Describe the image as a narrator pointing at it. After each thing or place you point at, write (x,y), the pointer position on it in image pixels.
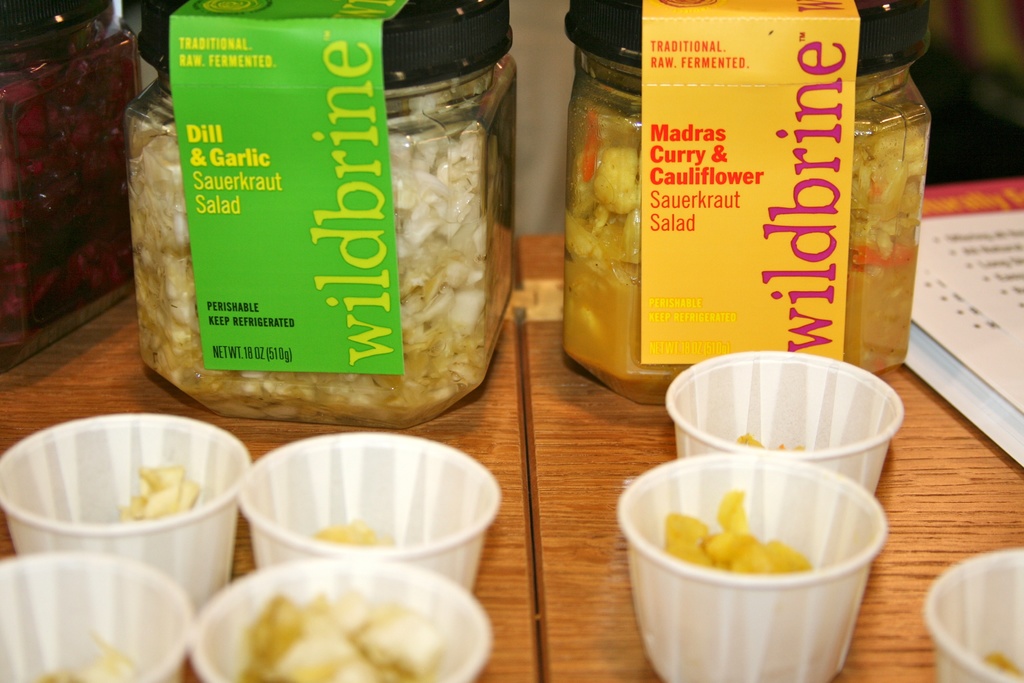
In this image there is a table (619,580) with two jars (440,368) filled with food items (883,129) beside that there is a menu card (982,270) and in front of that there are some cups (73,589) with food items (282,635).
